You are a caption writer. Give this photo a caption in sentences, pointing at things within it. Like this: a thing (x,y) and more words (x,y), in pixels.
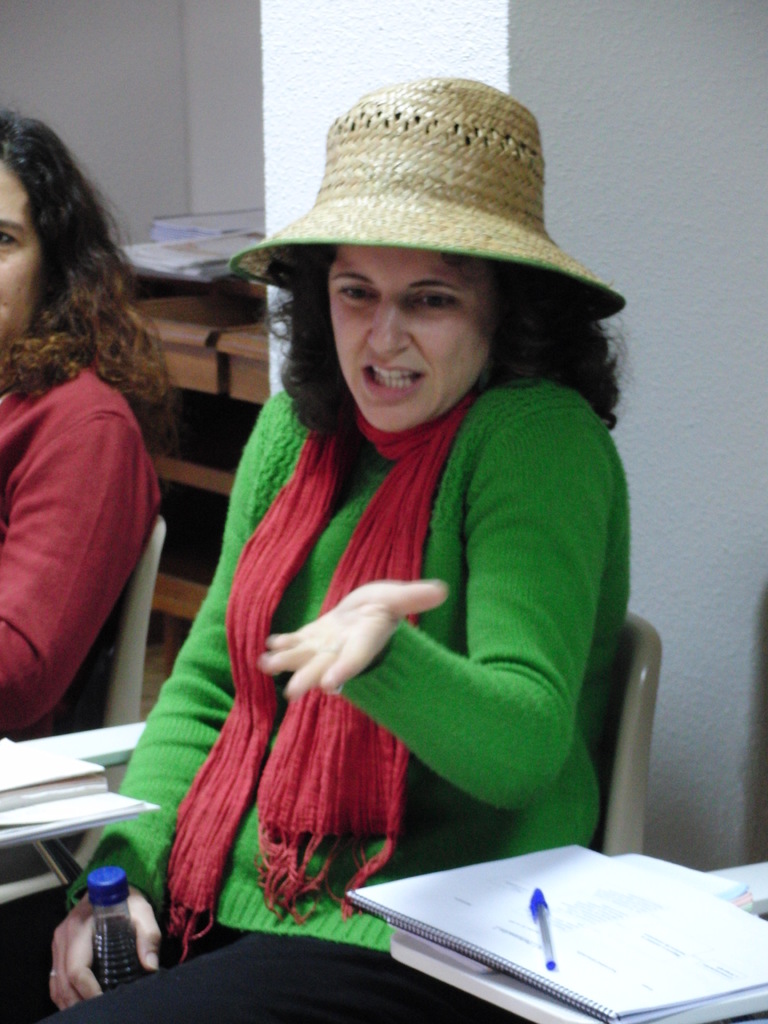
There is a lady (387,830) sitting in the foreground area of the image (349,600), wearing a hat (421,244) and holding a bottle (100,878) in the foreground (269,912), there are books (99,820) and a pen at the bottom side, there is another lady (128,527) on the left side (15,597), it seems like cupboards (165,291) and books (180,268) in the background (215,288).
